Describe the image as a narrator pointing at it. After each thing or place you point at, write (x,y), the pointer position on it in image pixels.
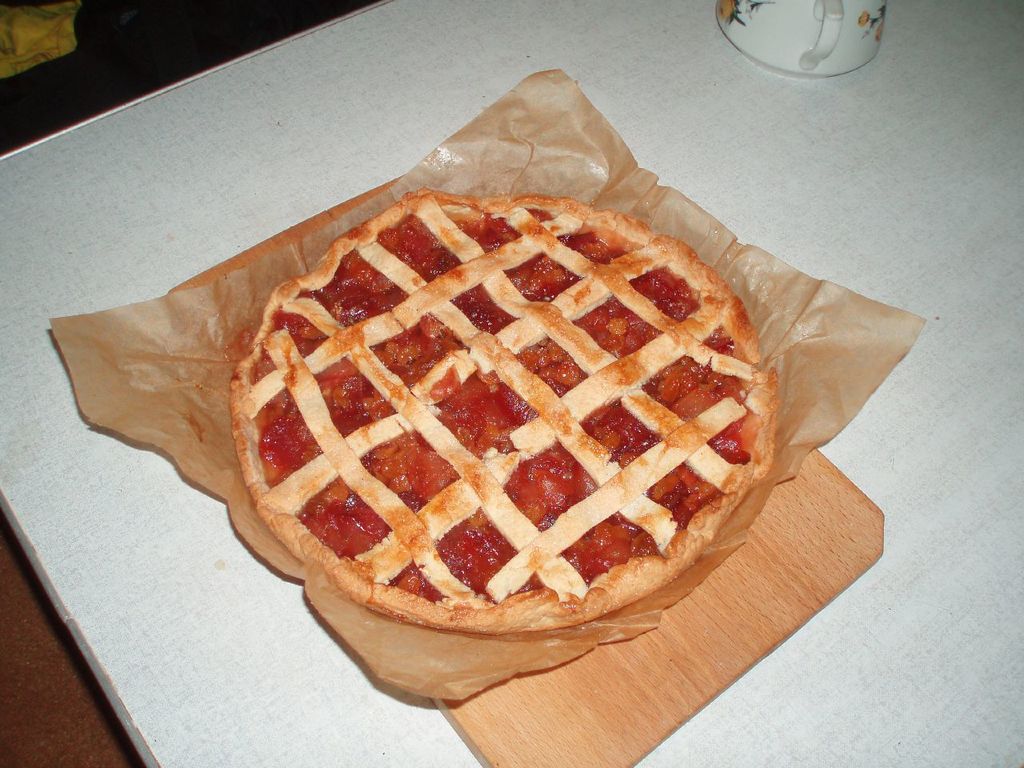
In this image there is a food item (520,580) on a wooden plate (764,562). There is a cup (784,65) which was placed on the table (150,223). At the bottom of the image (53,706) there is a mat (48,712).
